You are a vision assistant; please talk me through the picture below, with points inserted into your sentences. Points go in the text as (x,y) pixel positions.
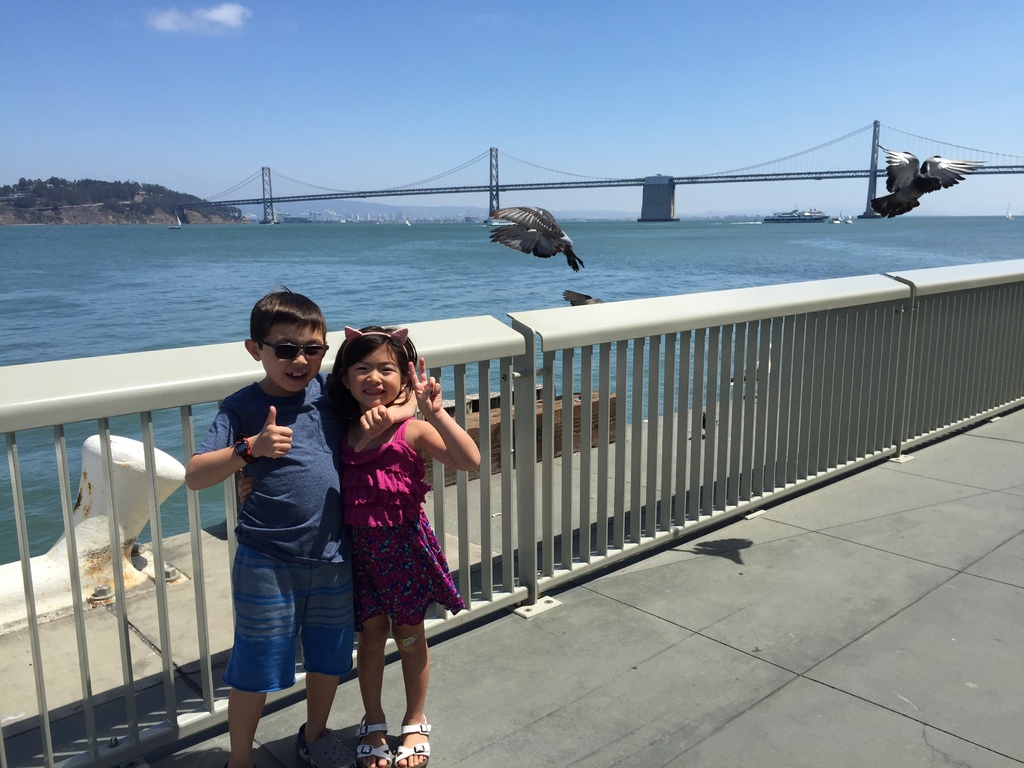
Here we can see two children (326,700) posing to a camera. This is a road (854,703) and there is a fence (697,396). In the background (21,279) we can see water (358,278), ship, birds (917,197), bridge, trees (68,188), and sky (458,115).
